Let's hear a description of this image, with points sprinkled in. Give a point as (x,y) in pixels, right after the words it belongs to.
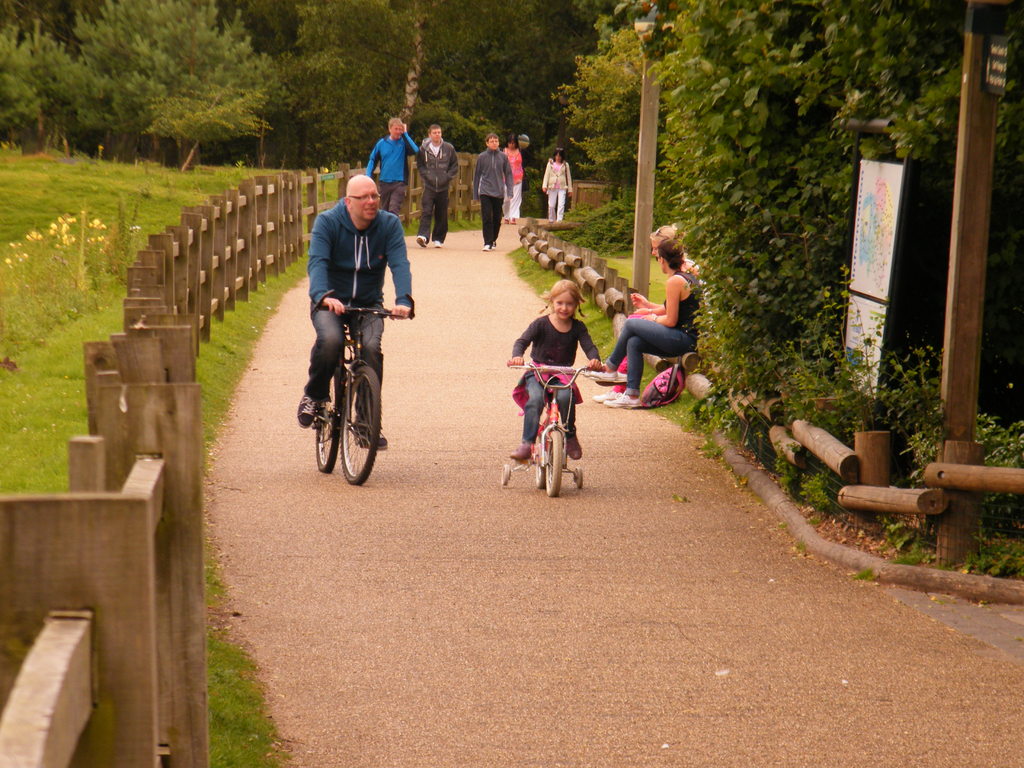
In this image there are two people (318,378) cycling on the road (497,469). Behind them there are a few people (424,231) walking and there are two people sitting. Beside the road (461,299) there is a wooden fence (39,685). There is grass (14,465) on the surface (53,485). There are plants (90,229) and flowers (90,229). On the right side of the image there is a board (867,259). In the background of the image (494,78) there are trees (625,139).
